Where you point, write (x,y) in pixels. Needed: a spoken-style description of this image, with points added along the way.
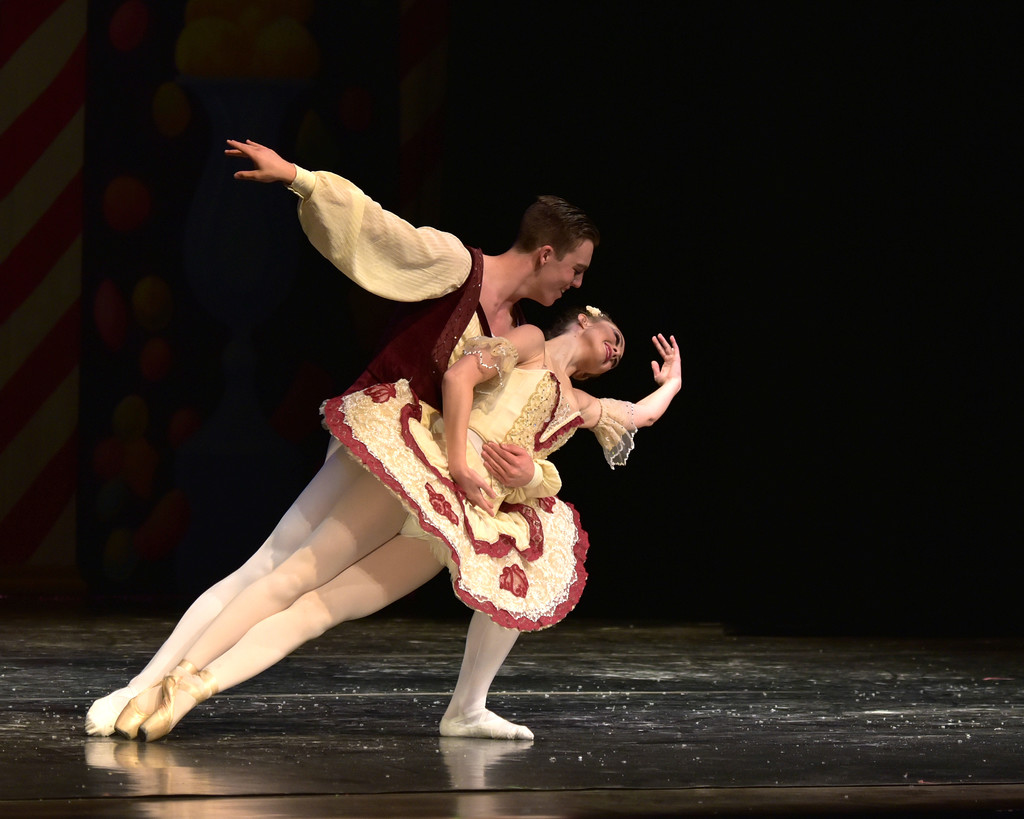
In this image we can see a man (232,574) standing on the stage (339,650) holding a woman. On the backside (372,328) we can see a wall (323,357).
